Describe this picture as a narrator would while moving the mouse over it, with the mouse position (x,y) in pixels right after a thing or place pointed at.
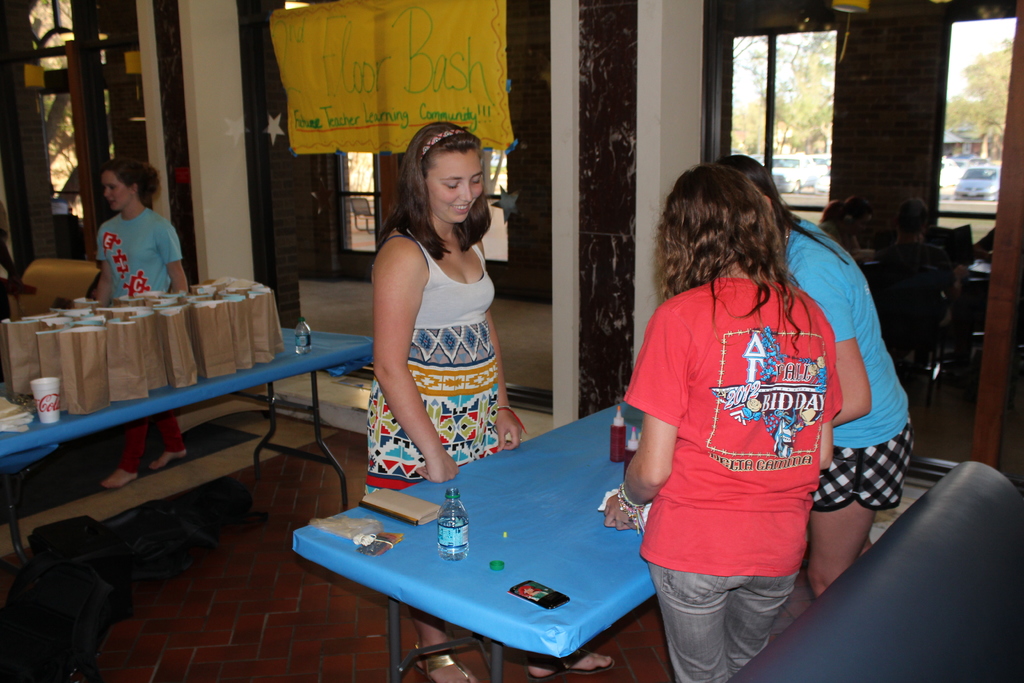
This three women (501,386) are standing beside this table (552,492), on this table (497,538) there are bottles (628,449), mobile (536,596) and book (408,513). Far a woman (121,234) is standing back side of this table (253,377), on this table (109,406) there are bags (247,353), bottle (301,340) and cup (48,385). A banner (367,74) is attached to the pillars (585,155). From this window (799,73) we can able to see vehicles (818,174) and trees (979,68). Far these persons (861,219) are sitting on chairs (928,280).
